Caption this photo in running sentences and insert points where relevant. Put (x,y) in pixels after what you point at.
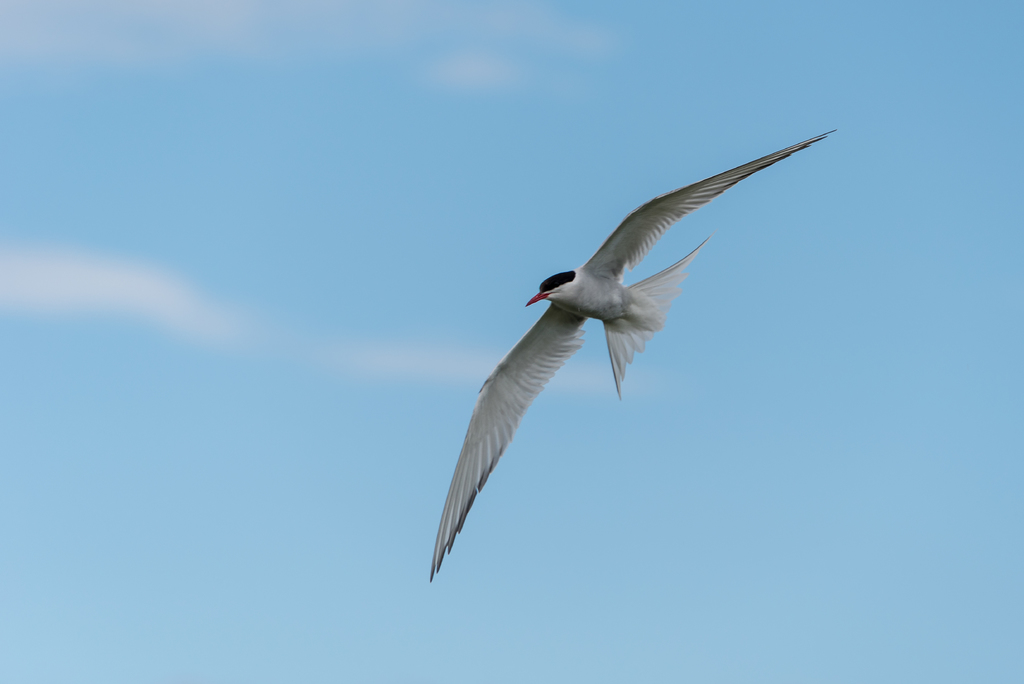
In this image we can see a bird (546,332) flying in the sky (807,381).
